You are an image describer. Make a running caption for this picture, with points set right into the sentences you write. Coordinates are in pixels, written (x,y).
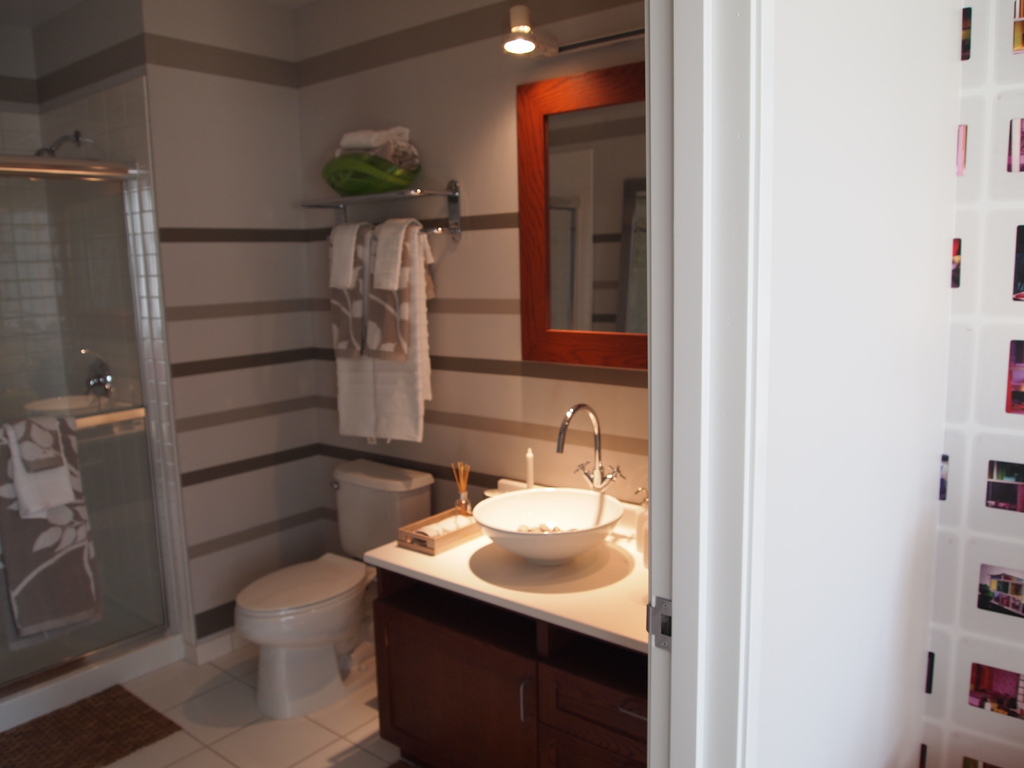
In this image there is a wooden table (491,629). On top of it there is a sink (552,490). There is a tap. Beside the sink (529,519) there are a few objects (464,503). There is a toilet seat (347,572). There is a mirror (536,275) on the wall (498,418). Beside the mirror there is a towel (363,237) on the metal rod (450,199). On top of the metal rod (435,193) there are towels (355,152). There is a glass door (104,471) through which we can see sink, tap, towel (84,574) and shower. There is a mat (91,719) on the floor (235,736). On the right side of the image (1012,685) there are photos (1003,483) attached to the wall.
